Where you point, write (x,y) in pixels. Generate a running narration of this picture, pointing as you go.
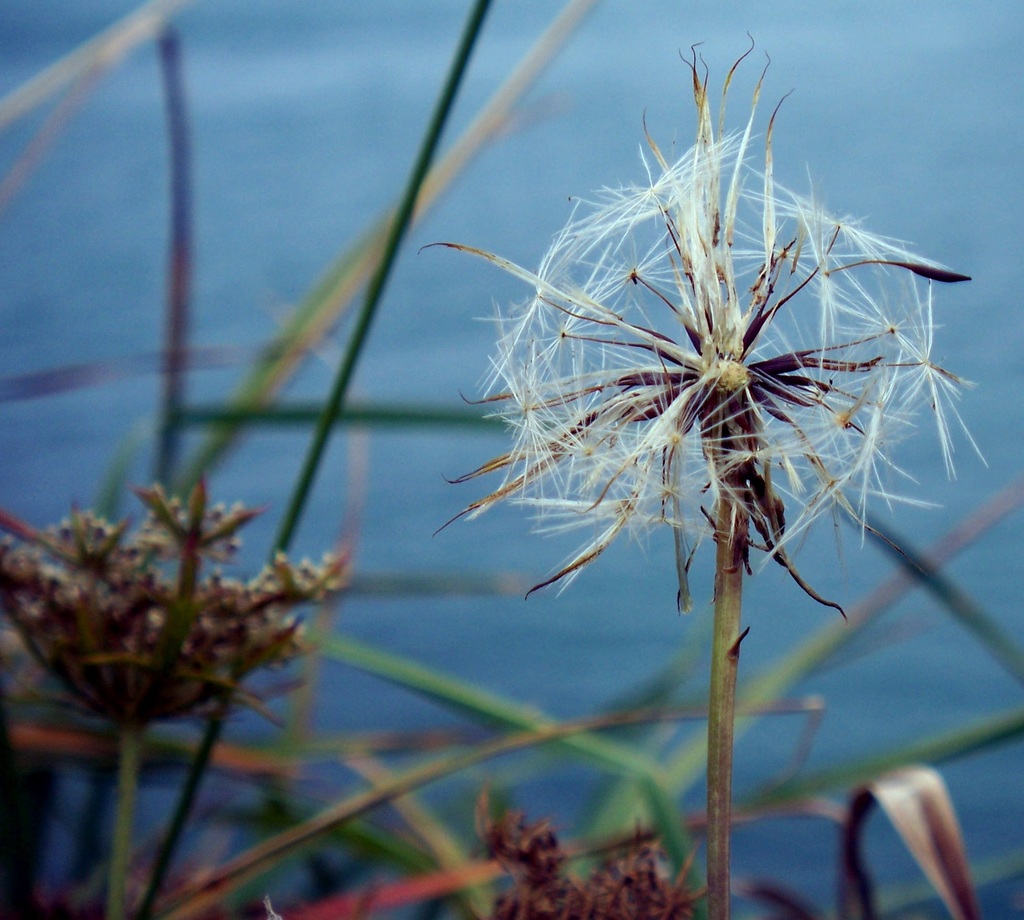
In this image in the front (219,518) there are flowers (753,396). In the background (240,397) there are objects (356,472), which are green in colour and blue in colour.
